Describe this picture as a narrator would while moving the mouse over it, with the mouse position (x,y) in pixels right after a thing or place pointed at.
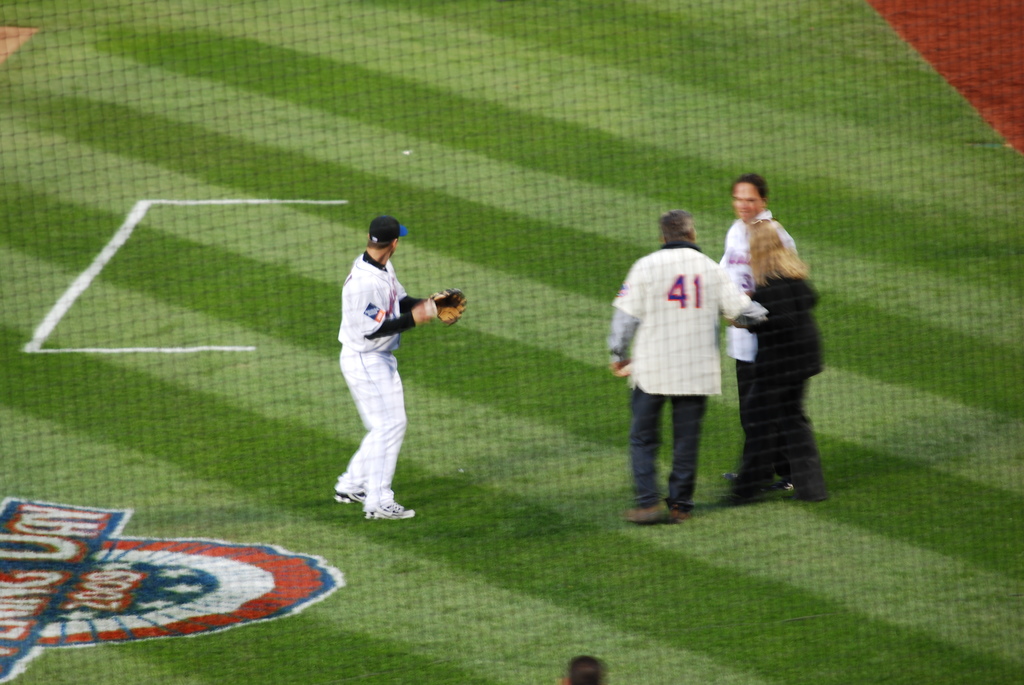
There are people (710,334) standing and a player (358,330) on the grassland (401,349) in the foreground area of the image (292,511), it seems like a ground (482,376).
